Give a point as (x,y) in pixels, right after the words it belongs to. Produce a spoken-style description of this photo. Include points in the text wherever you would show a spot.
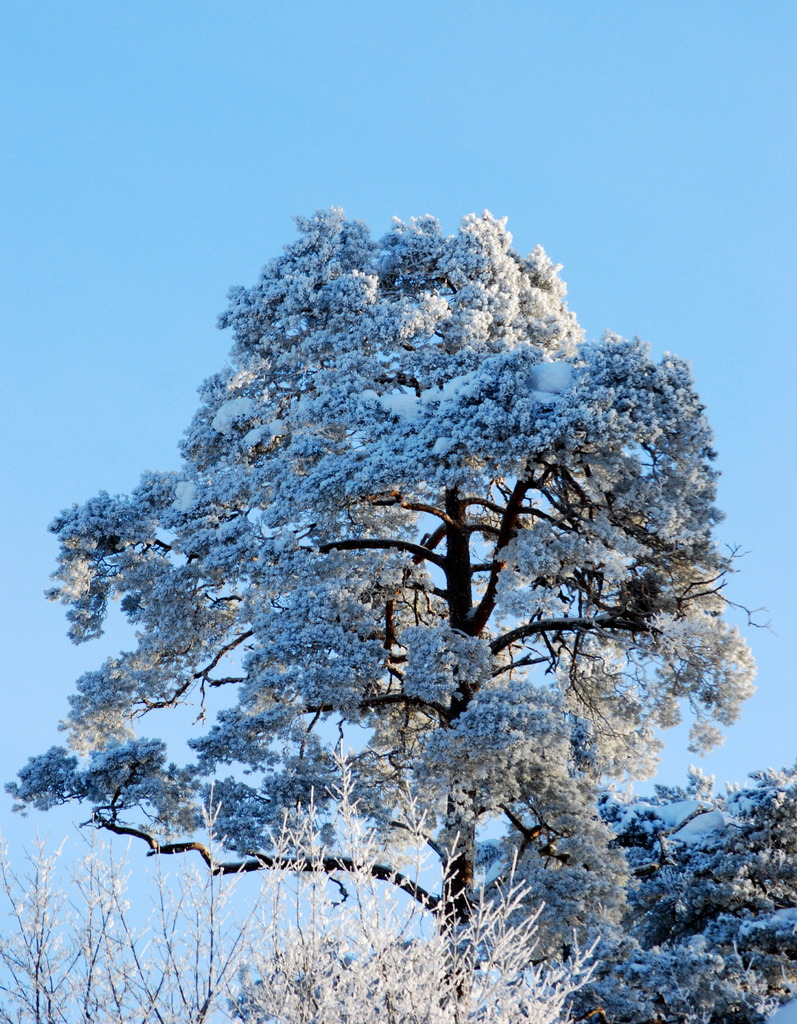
In this image we can see trees (432,839) and plants (57,1006). On the plants (289,1010) and trees (199,819) we can see the snow (375,404). Behind the trees (354,222) we can see the sky (479,167).
